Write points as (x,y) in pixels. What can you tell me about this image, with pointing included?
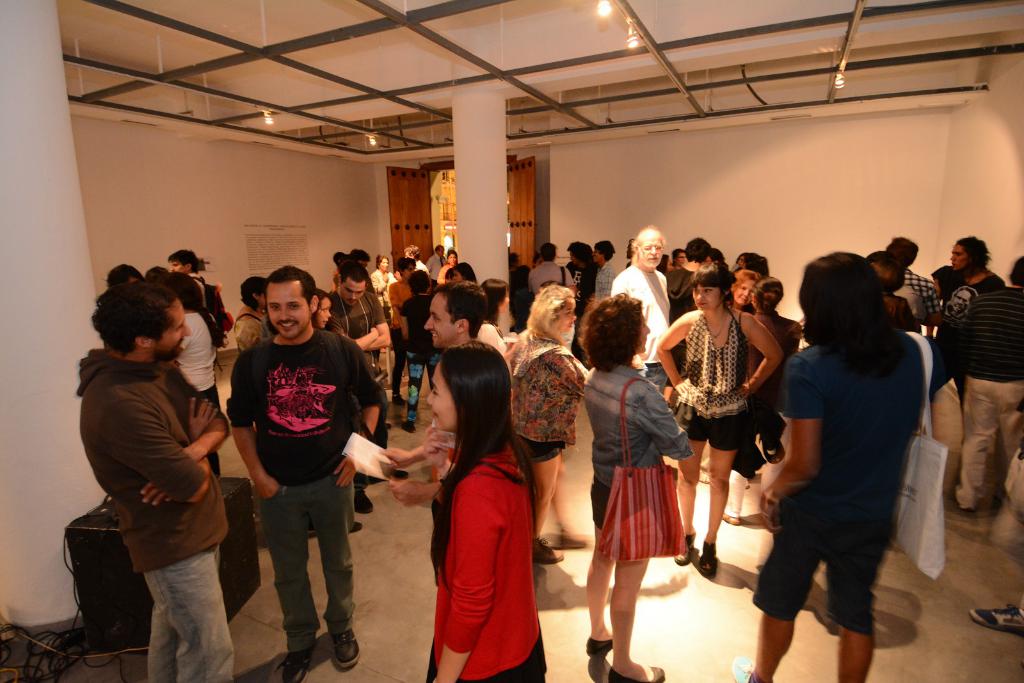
In this image we can see people (504,527) standing on the floor (372,520), iron grills (650,40), electric lights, door (515,223), information board (256,232) attached to the wall (244,253), cables (76,588) and a speaker (110,570).
